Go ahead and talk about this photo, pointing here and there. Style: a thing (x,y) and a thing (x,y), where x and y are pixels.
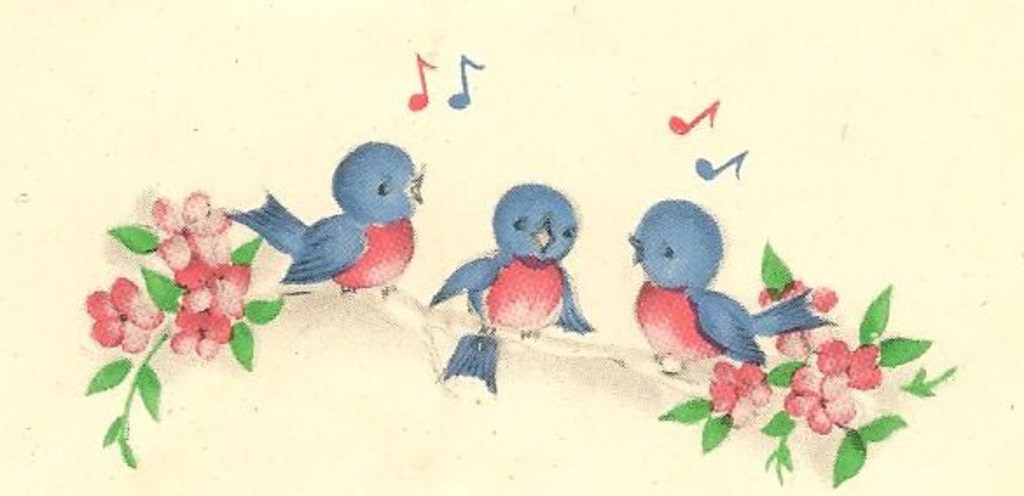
This image contains a painting (578,292). There are three birds (517,256) on the branch (463,327) having flowers (211,274) and leaves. Top of the image (459,98) there are music symbols (459,98).
